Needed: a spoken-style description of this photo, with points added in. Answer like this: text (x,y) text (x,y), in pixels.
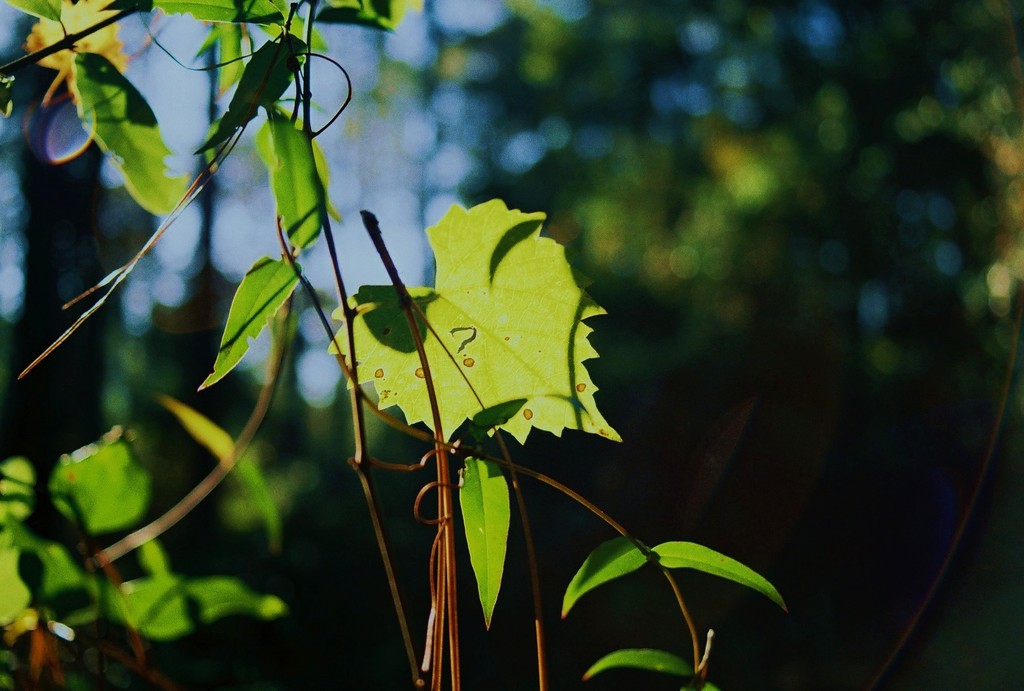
In this image, we can see green leaves (231,25) with stems (454,506). Background (975,397) there is a blur view.
